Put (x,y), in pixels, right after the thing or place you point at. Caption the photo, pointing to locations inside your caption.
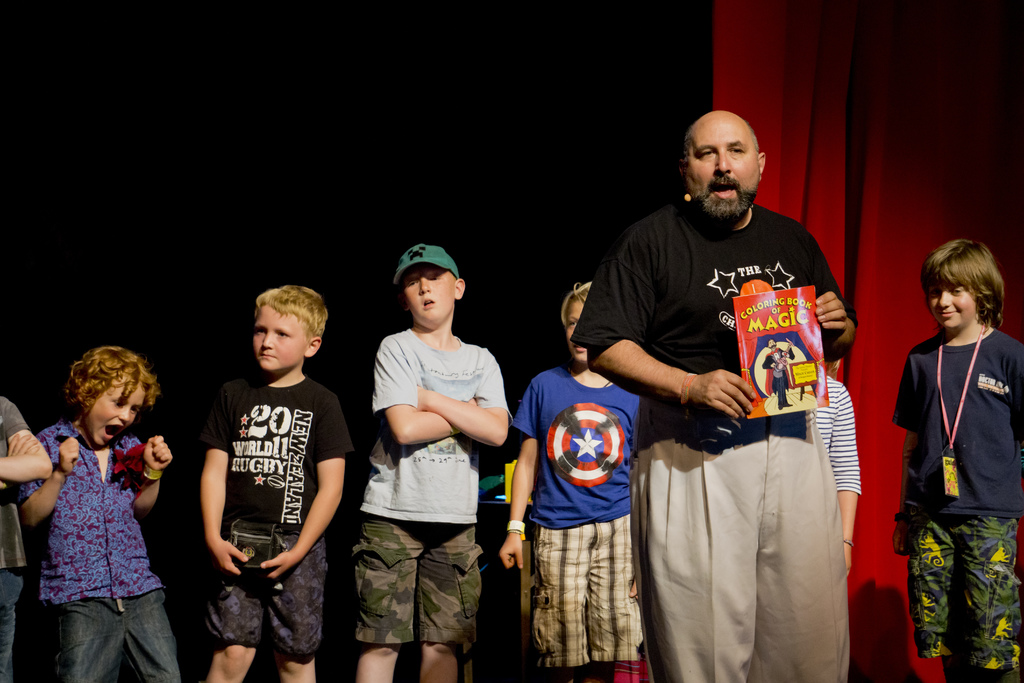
In this picture there is a man (675,591) standing and holding a book (788,357), behind him there are kids (411,397) standing. In the background of the image (387,218) it is dark and we can see curtain (927,228).
